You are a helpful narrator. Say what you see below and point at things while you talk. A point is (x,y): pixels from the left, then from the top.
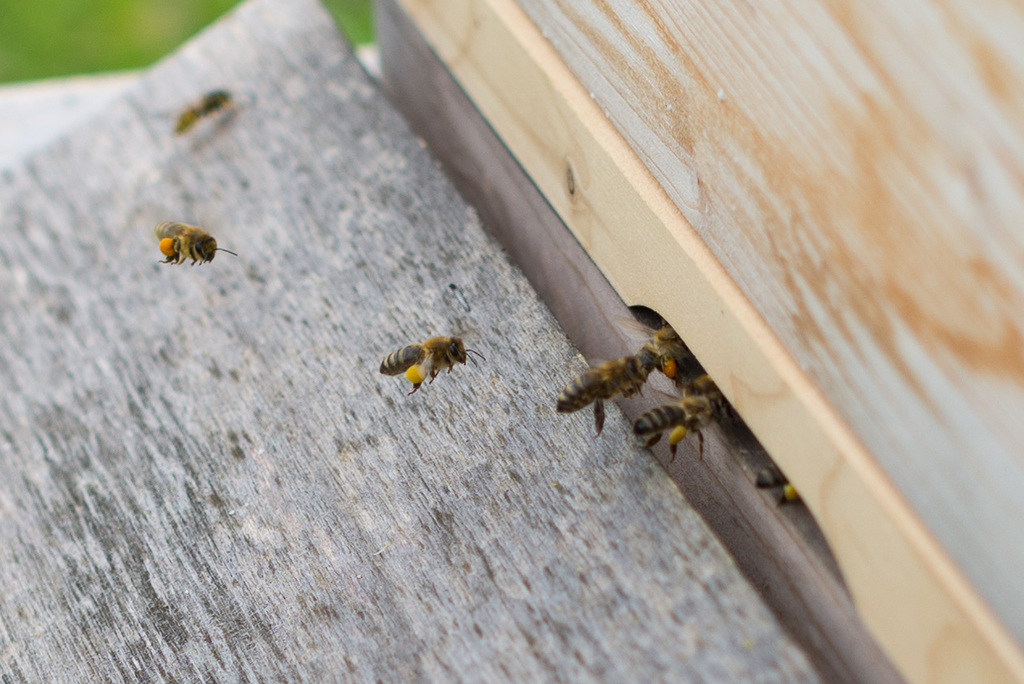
In the picture we can see a wooden plank (847,535) in that we can see some hole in it and some bees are flying and going into it.
